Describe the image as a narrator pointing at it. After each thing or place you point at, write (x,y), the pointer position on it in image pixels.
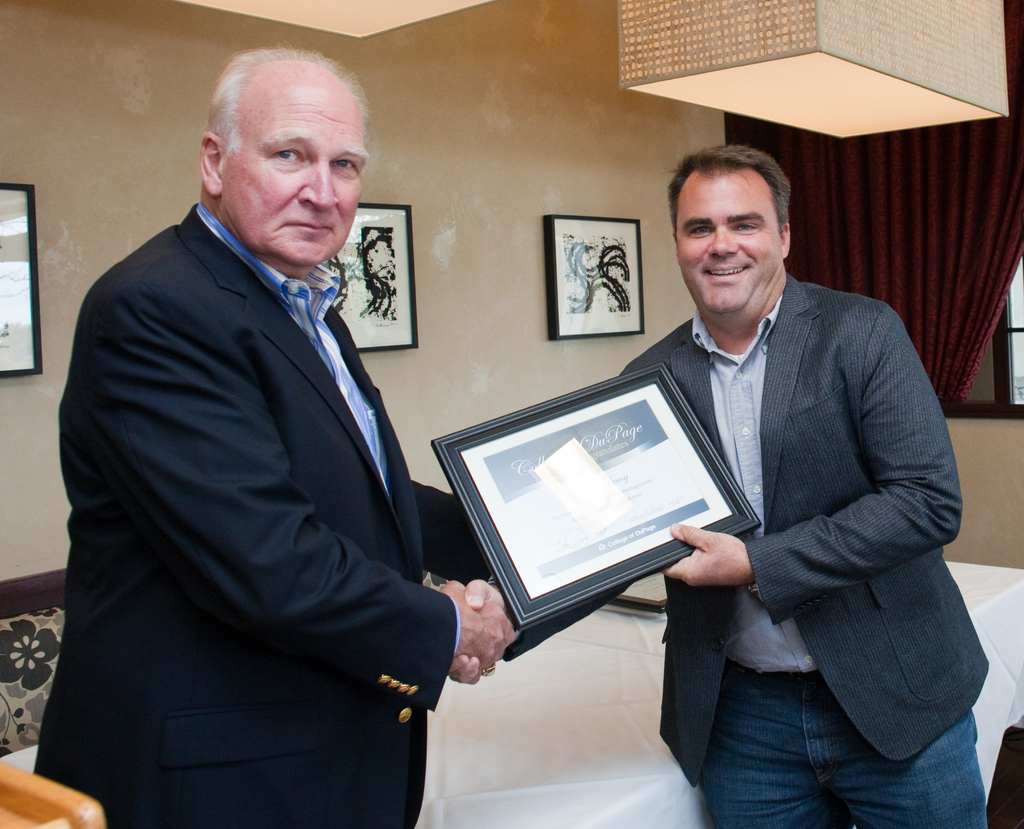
In this picture I can see there are two men (367,562) standing and the person (177,420) on to left (177,420) is wearing a blazer (250,460) and not smiling and the person (868,413) to the right (830,413) is shaking hands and he is wearing a blazer (812,591) and holding a certificate (478,462). In the backdrop (540,735) there is a table (560,714) and there are few photo frames (361,306) placed on the wall (456,207) and there are lights (859,71) attached to the ceiling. There is a curtain (882,167) on to right side (929,200).
